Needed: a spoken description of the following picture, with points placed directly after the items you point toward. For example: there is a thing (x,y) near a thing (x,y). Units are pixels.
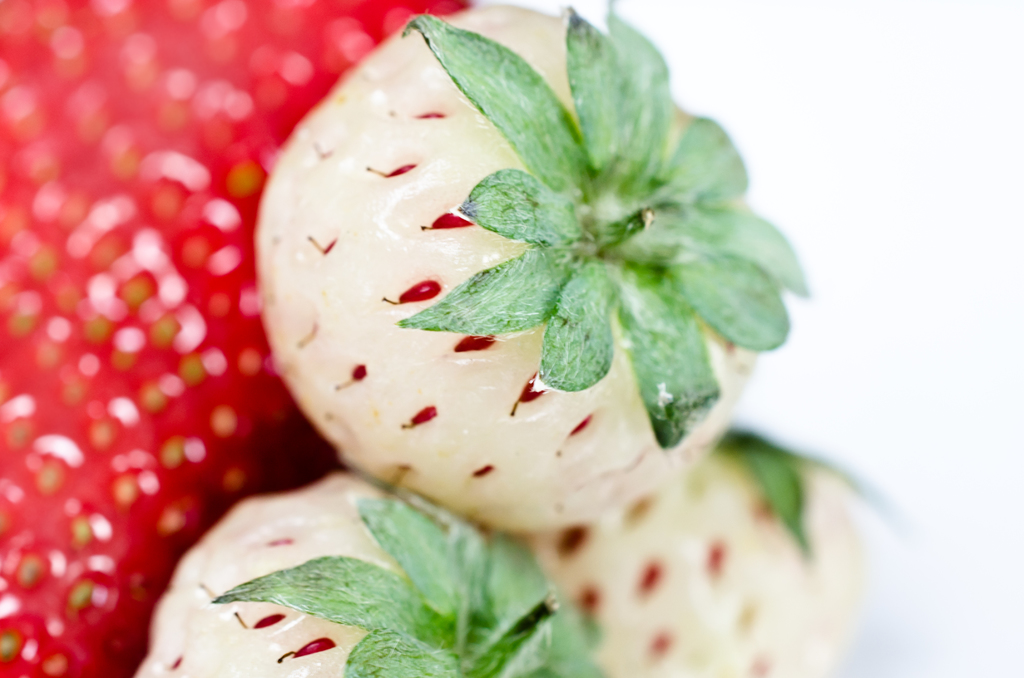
In this image we can see white strawberries (538,485) and on the left side (125,248) the image is blur but we can see strawberries (175,280) and in the background (826,4) the image is white in color.
